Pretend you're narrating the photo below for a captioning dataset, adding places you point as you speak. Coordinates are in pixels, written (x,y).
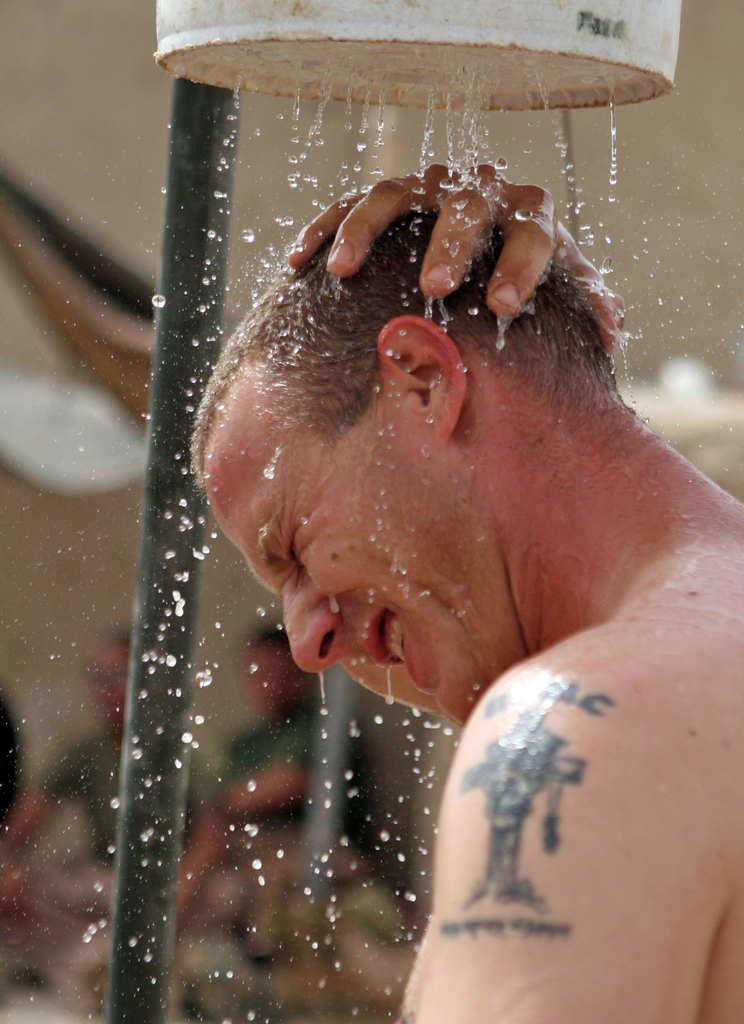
On the right side (647,634), there is a person (614,414) keeping a hand (505,184) on his head (431,218), having a tattoo (489,915) on his shoulder (611,848) and standing under a shower (252,9), which is emitting water drops (483,148). In the background (134,717), there is a pole (147,980) and there are two persons (345,913). And the background (45,90) is blurred.
